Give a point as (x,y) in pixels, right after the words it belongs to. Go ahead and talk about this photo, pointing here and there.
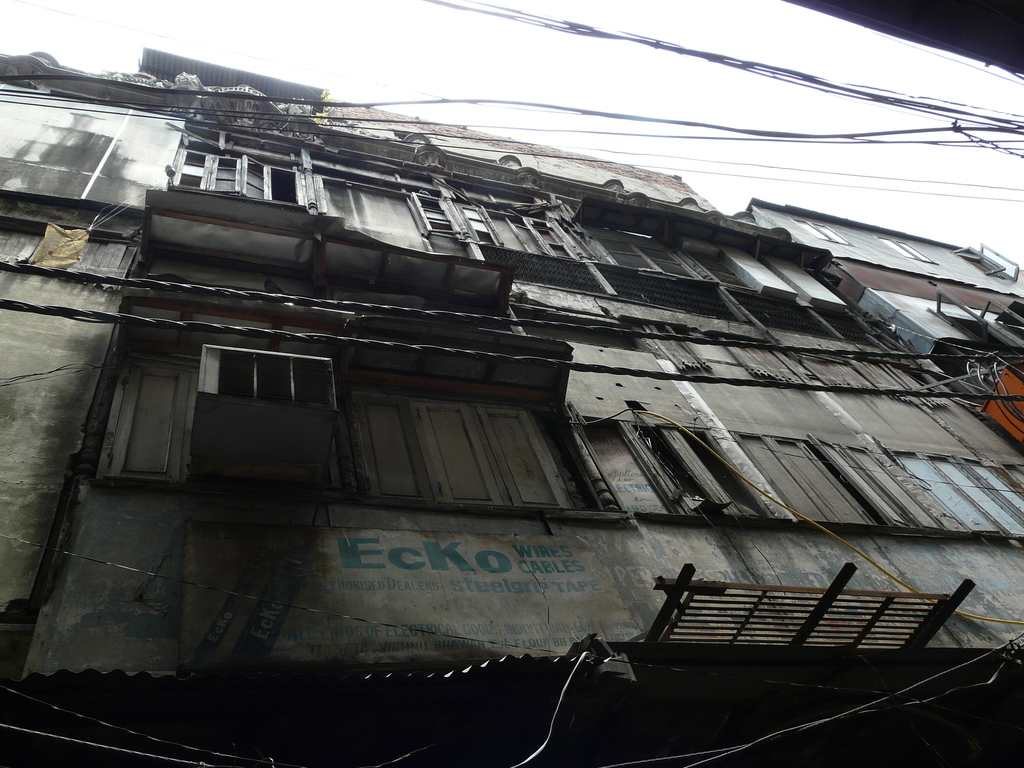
In this image we can see building (696,388), windows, shed (96,707), name board (394,601), sky (807,98) and electric cables (927,143).
